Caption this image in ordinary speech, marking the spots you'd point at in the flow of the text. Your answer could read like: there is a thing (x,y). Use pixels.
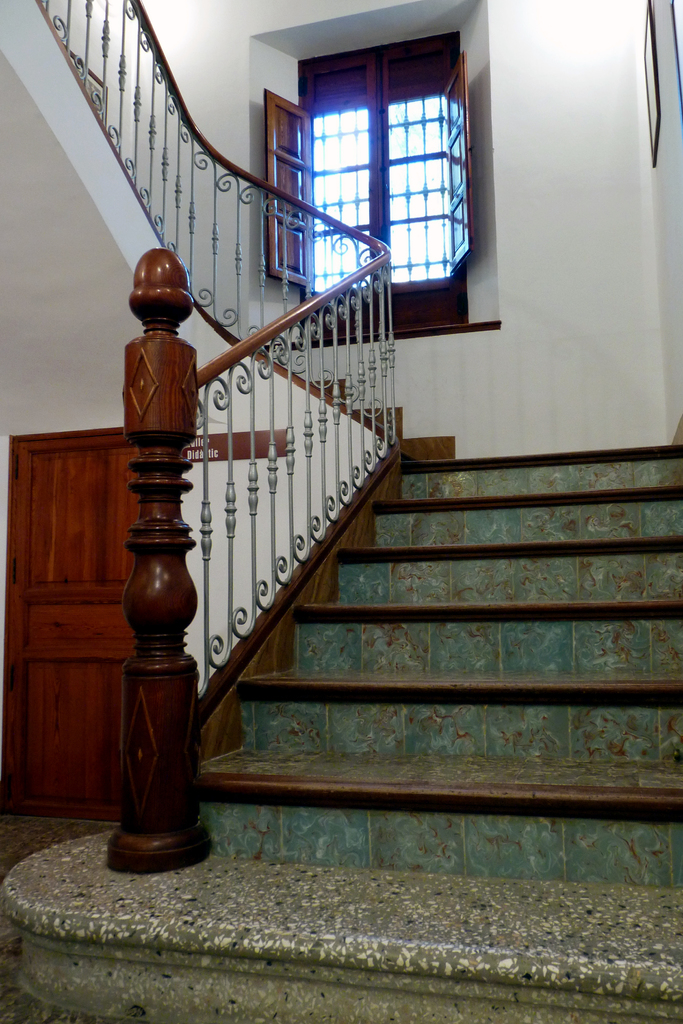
In the picture there are stairs (370,614) inside a house (257,421) and in the background (527,278) there is wall (291,87), in between the wall (502,49) there is a window (339,164) and on the right side (651,122) there is a frame (649,110) attached to the wall (627,104).
